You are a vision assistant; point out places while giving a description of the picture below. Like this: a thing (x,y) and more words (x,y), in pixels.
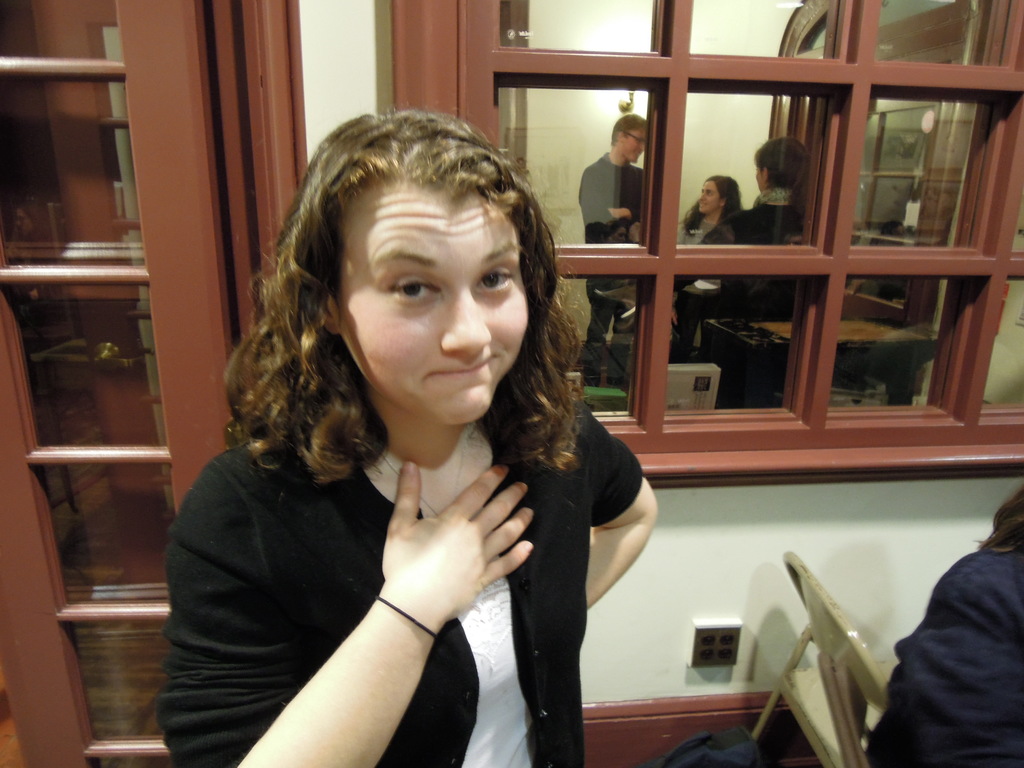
A lady (259,524) with black jacket (346,580) and white t-shirt (484,631) is a standing. And to the right bottom corner (977,604) there is a another person (939,668) sitting on the chair (838,680). At the back (832,248) her there is a window (755,255). Inside the window (758,275) there are three people (703,191). To the left side (100,111) there is a door (78,195) with glasses (73,194) to it.
